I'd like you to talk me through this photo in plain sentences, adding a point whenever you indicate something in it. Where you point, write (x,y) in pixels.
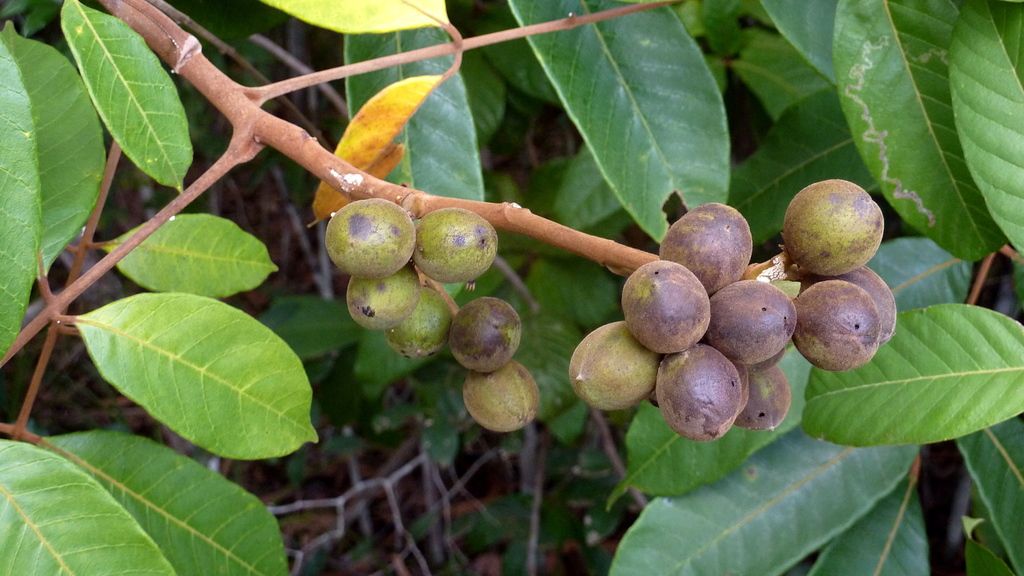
In the center of this picture (505,305) we can see some objects (480,387) seems to be the fruits (642,292) hanging on the stem (246,122) and we can see the green leaves (202,412) and some other objects (516,285).
